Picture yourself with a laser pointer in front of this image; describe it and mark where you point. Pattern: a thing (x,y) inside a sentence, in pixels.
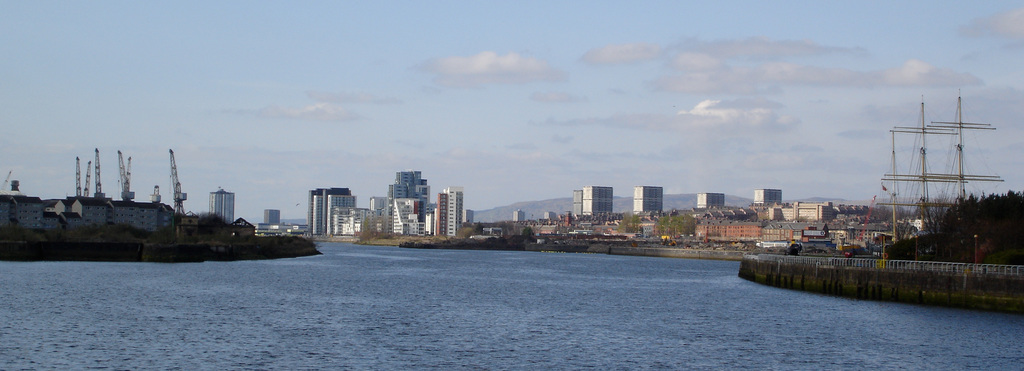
In this image I can see few buildings (99,221), trees (1009,252), poles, fencing (824,258), water (675,277) and few cranes (124,193). The sky (460,118) is in blue and white color.
